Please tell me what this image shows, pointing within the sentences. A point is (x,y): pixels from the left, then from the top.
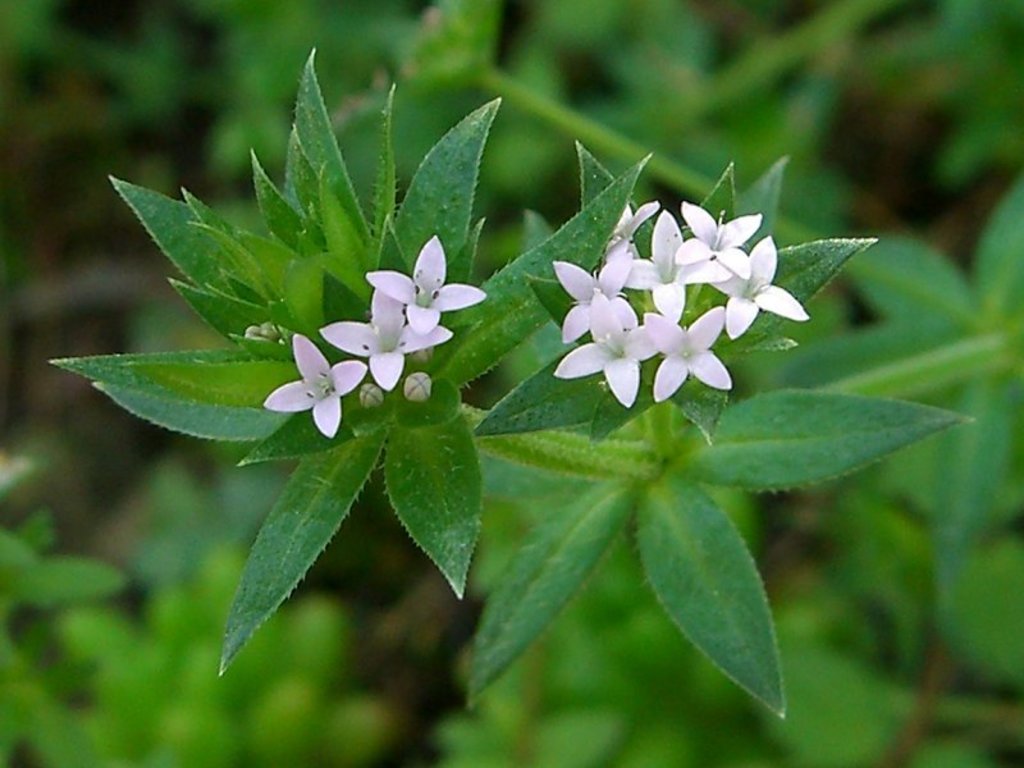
In this picture we can see white color flowers (664,291) and leaves (638,303), there is a blurry background (971,221).
